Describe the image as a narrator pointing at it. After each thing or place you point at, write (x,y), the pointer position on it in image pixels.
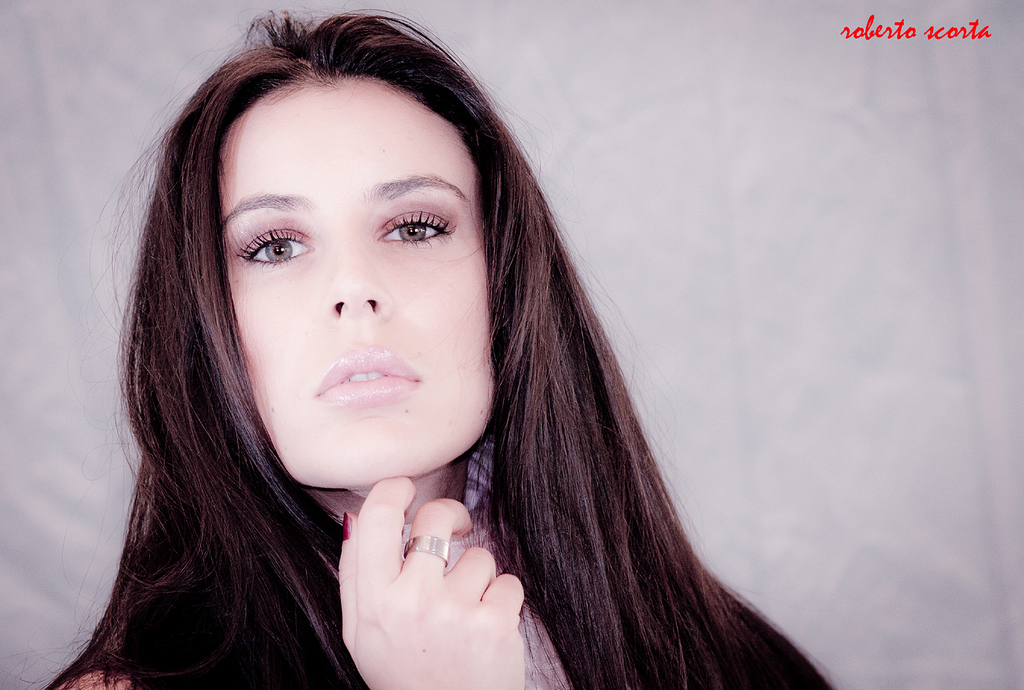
In this image I can see the person (412,555) with the dress (530,634) and the person (448,583) is having the ring (426,549) to the finger (431,570). I can see the ash color background (811,140). And I can see something is written on the top right of the image (890,31).
